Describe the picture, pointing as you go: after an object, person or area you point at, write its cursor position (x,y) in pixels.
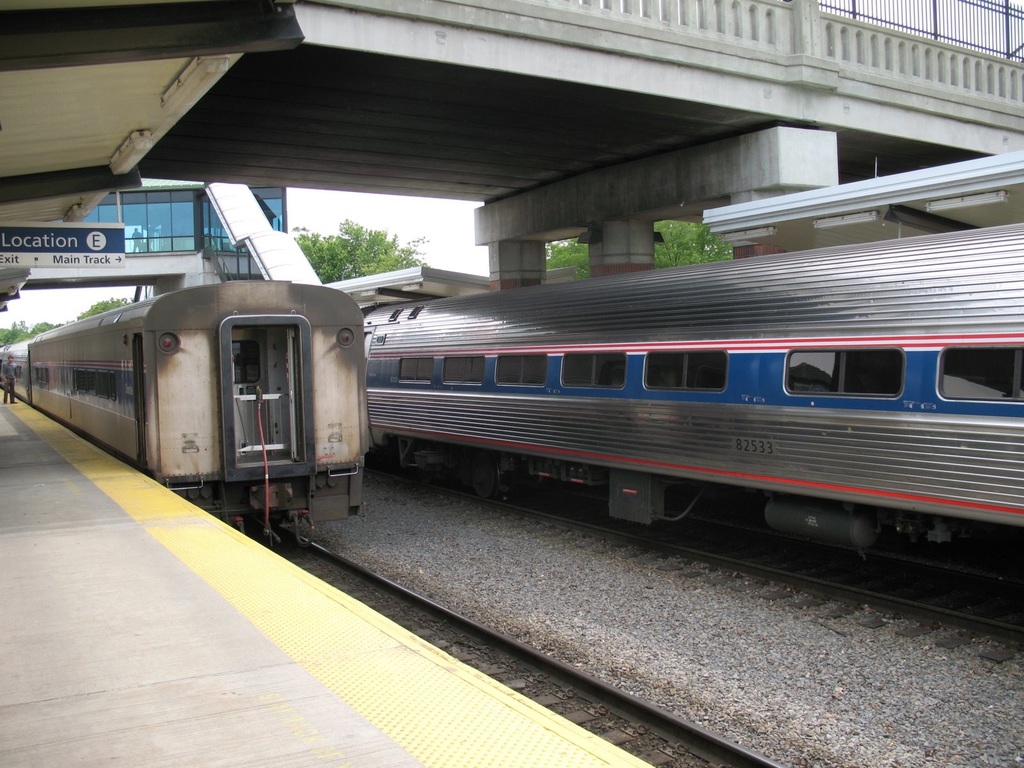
This is a railway station (289,559). On the left side (9,391) there is one person (11,375) standing on the platform (102,588). In the middle of the image (481,440) I can see two trains (491,468) on the railway tracks (809,588). At the top of the image (687,61) there is a bridge (571,77) and I can see the railing (951,22). In the background (363,236) there are some trees (345,249) and also I can see the sky (407,209).
